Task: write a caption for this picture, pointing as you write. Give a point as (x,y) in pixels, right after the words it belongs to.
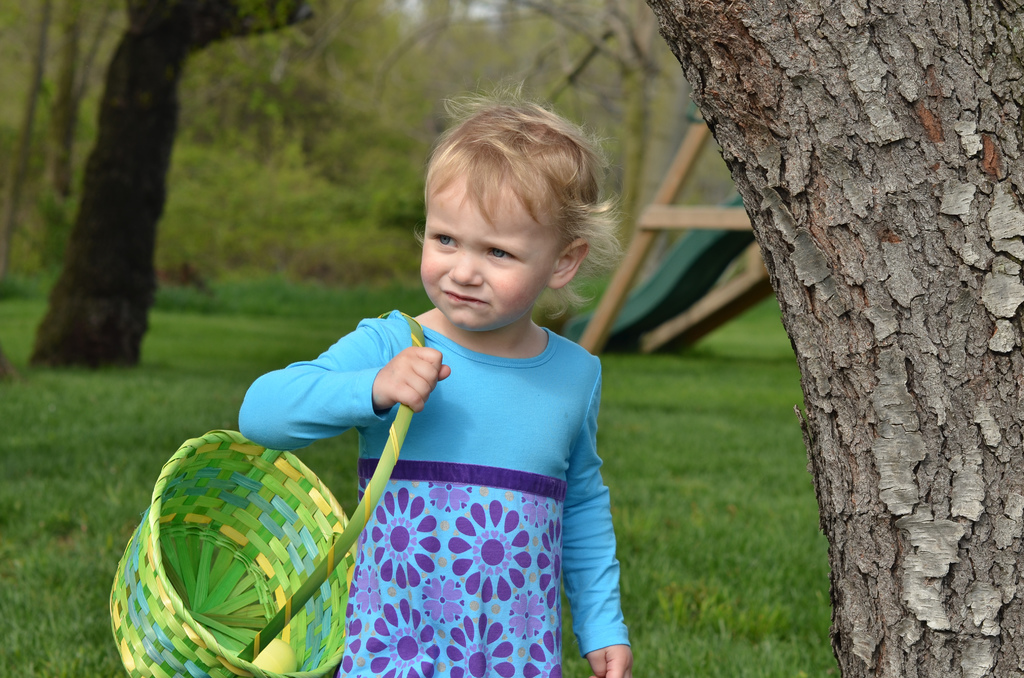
In this image a kid (582,174) wearing blue color top (472,402), holding basket (152,539) on shoulder (395,328) and walking on a green land (102,428), beside her there is a tree (903,183), in the background (587,112) there are trees (182,165).
